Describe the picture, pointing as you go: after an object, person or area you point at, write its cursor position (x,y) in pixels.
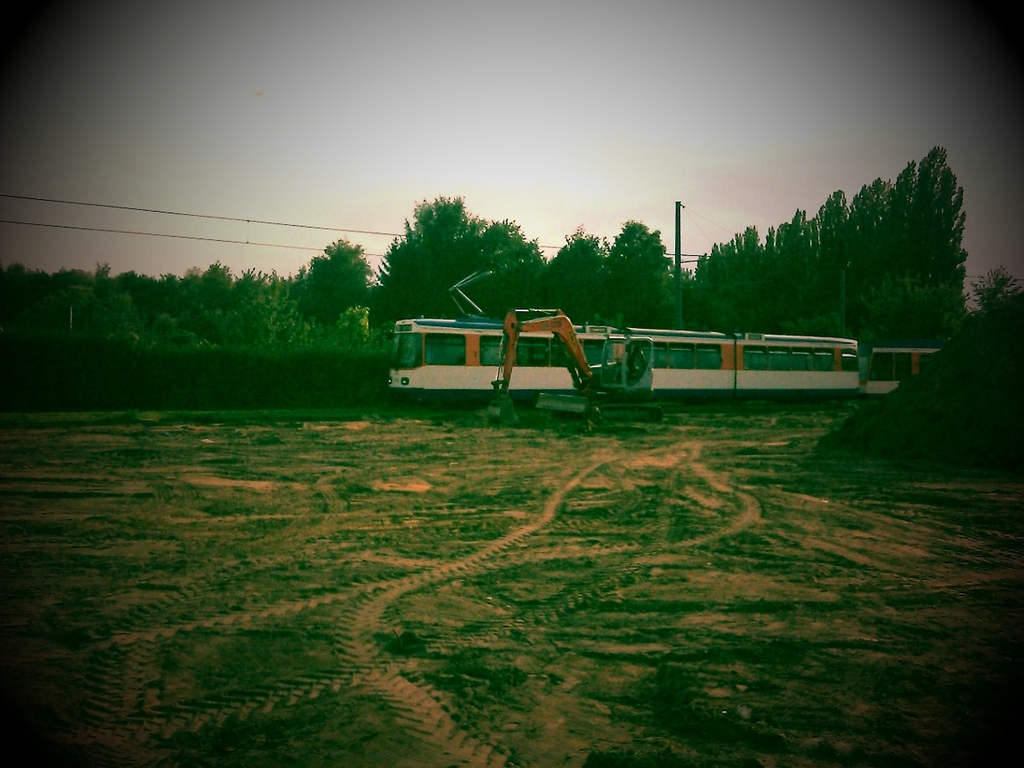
This is an outside view. At the bottom (430,542), I can see the ground (500,713). In the middle of the image (641,404) there is a bulldozer (574,368). At the back of it there is a train (698,370). In the background (891,263) there are many trees (813,290) and also I can see a pole (678,259) along with the wires (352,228). At the top of the image (475,121) I can see the sky (589,119).
